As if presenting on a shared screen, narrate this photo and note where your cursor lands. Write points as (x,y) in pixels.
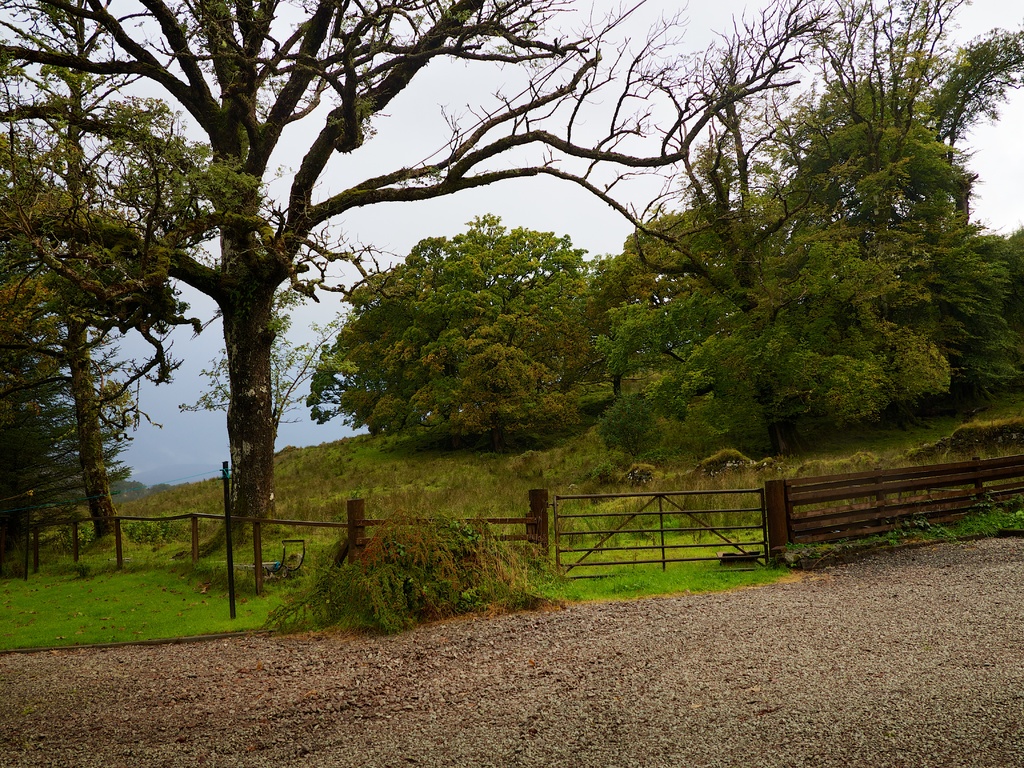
This picture shows few trees (824,419) and we see a fence (622,524) and grass (68,589) on the ground (290,556) and we see a cloudy sky (440,98).
